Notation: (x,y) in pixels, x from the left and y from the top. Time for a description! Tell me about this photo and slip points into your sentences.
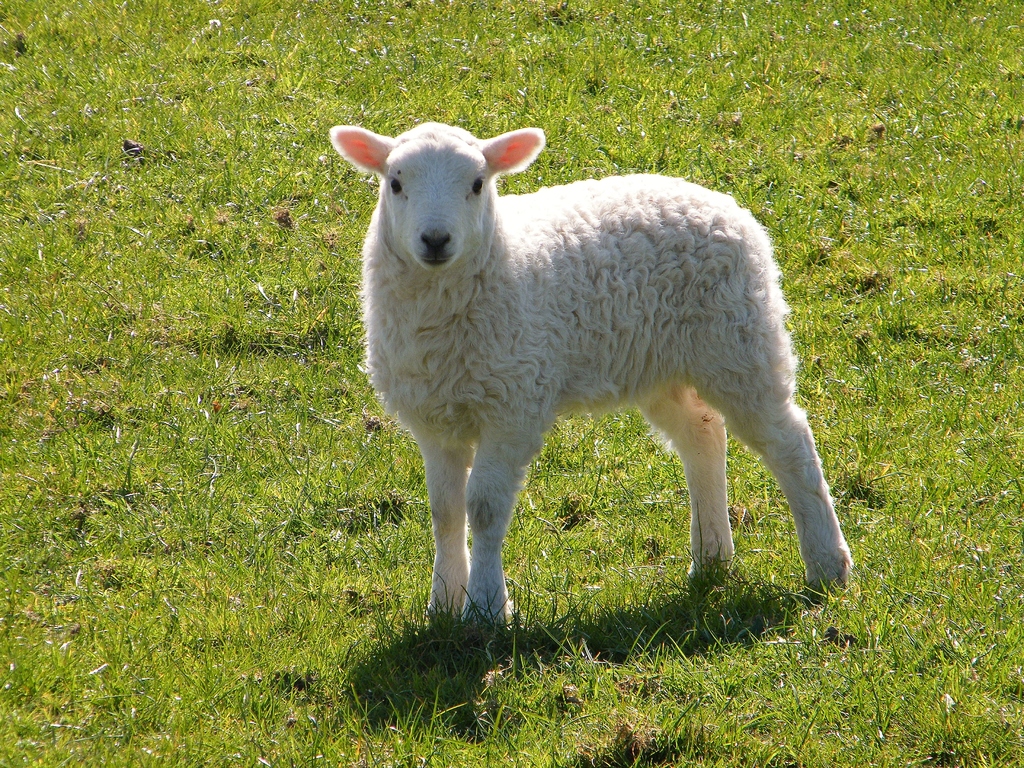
In this image we can see a grassy land (815,609), on land (801,360) one sheep (535,266) is present.
